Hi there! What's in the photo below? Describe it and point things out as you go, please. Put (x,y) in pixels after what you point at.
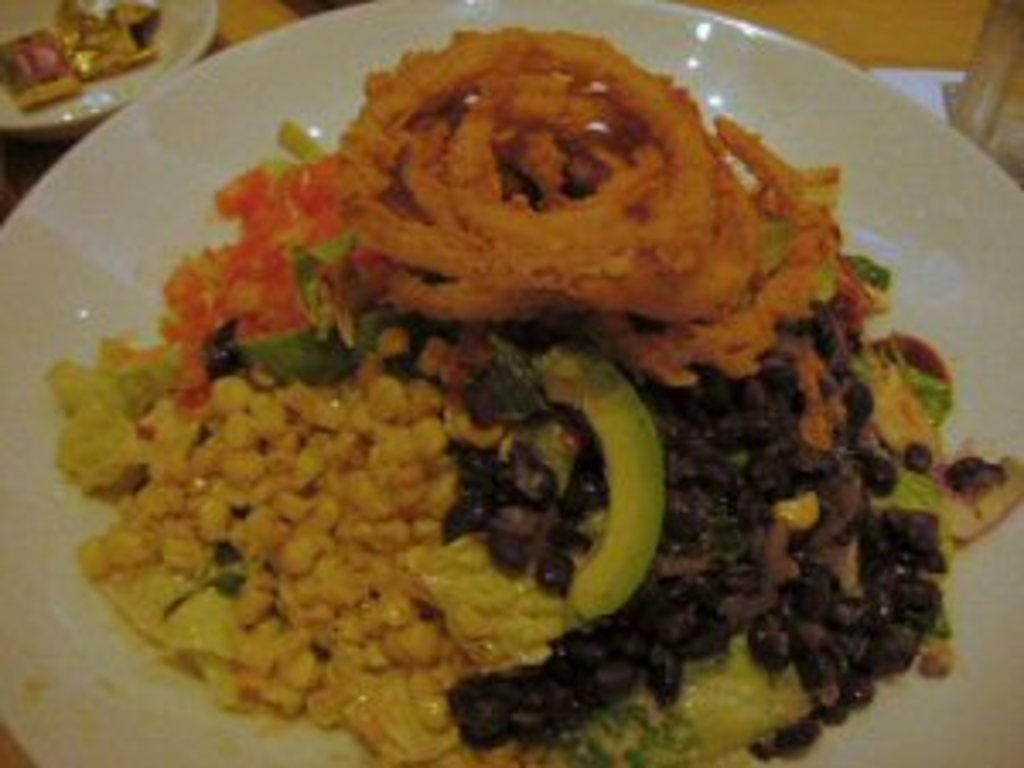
In the picture I can see few eatables (526,364) placed in a white plate (100,275) and there are some other objects (83,85) in the left top corner (78,63).
